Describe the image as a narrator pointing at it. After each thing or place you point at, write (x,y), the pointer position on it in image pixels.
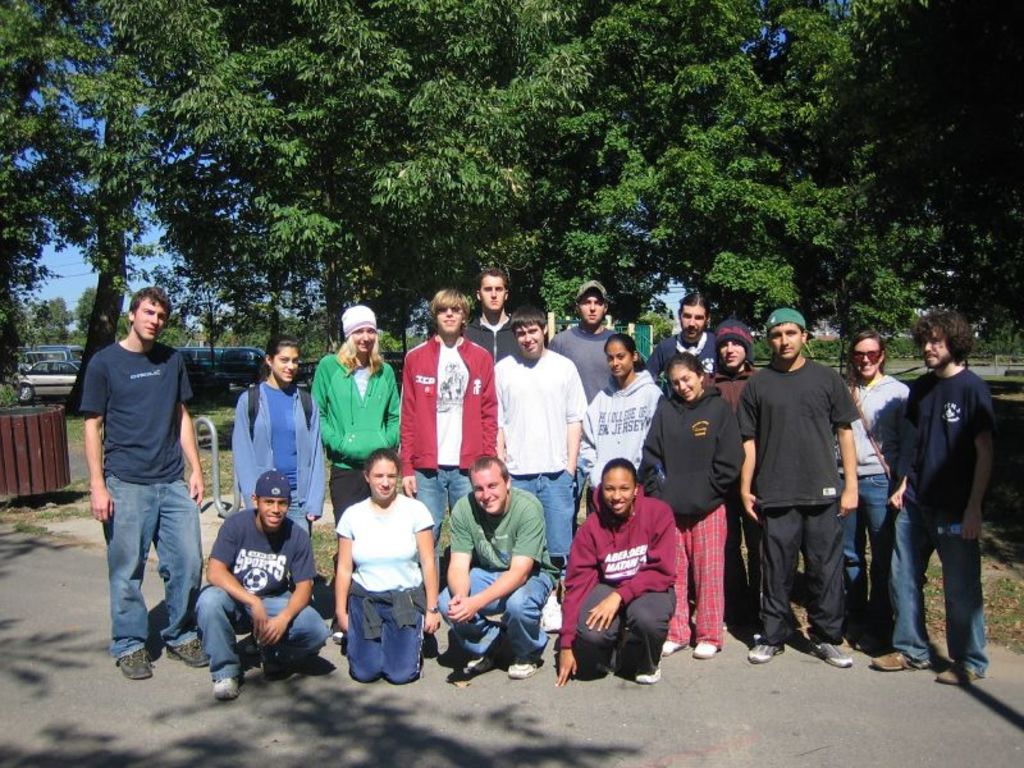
This picture is clicked outside the city. In this picture, we see people (514,433) are standing on the road (602,714). At the bottom of the picture (379,666), we see the road (438,696) and four people (574,629) are in squat position. On the left side (36,447), we see a brown color garbage bin (49,455). Behind them, we see an iron rod (214,492). In the background (198,354), we see vehicles (250,369) are moving on the road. There are trees (524,267) in the background (549,213).
